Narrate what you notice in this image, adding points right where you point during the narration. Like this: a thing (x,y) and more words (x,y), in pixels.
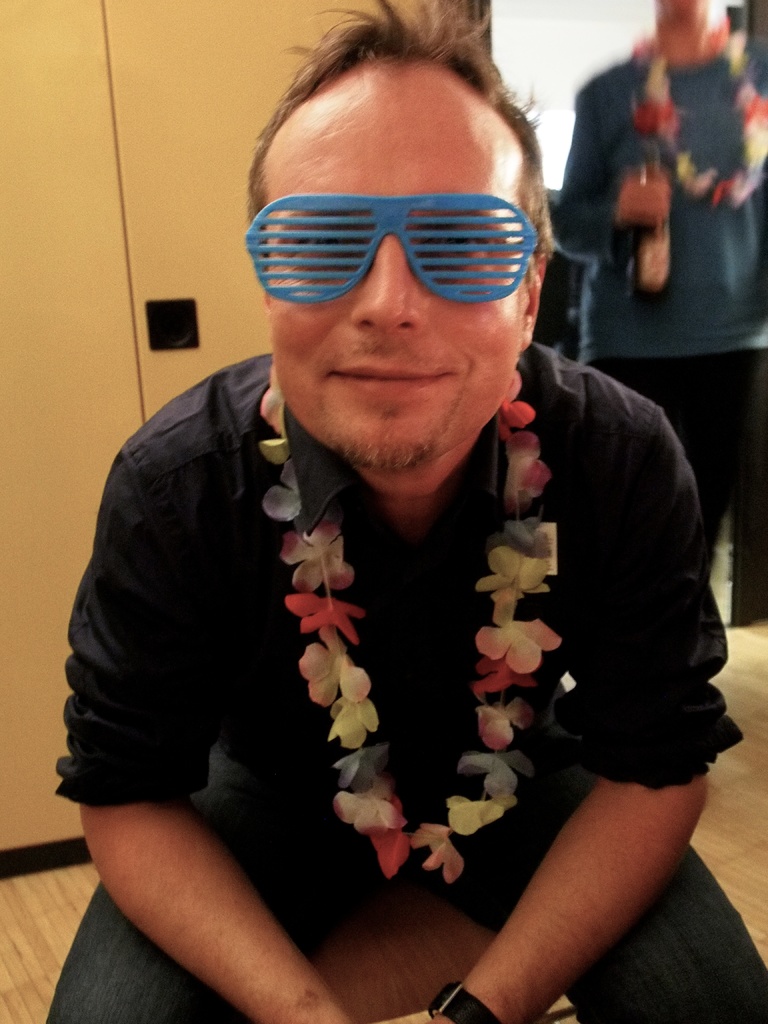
In this image we can see a person (432,539) sitting on the chair (419,986) and the other person (661,176) standing and holding a bottle (652,239). In the background (197,226), we can see a cupboard (200,280).
